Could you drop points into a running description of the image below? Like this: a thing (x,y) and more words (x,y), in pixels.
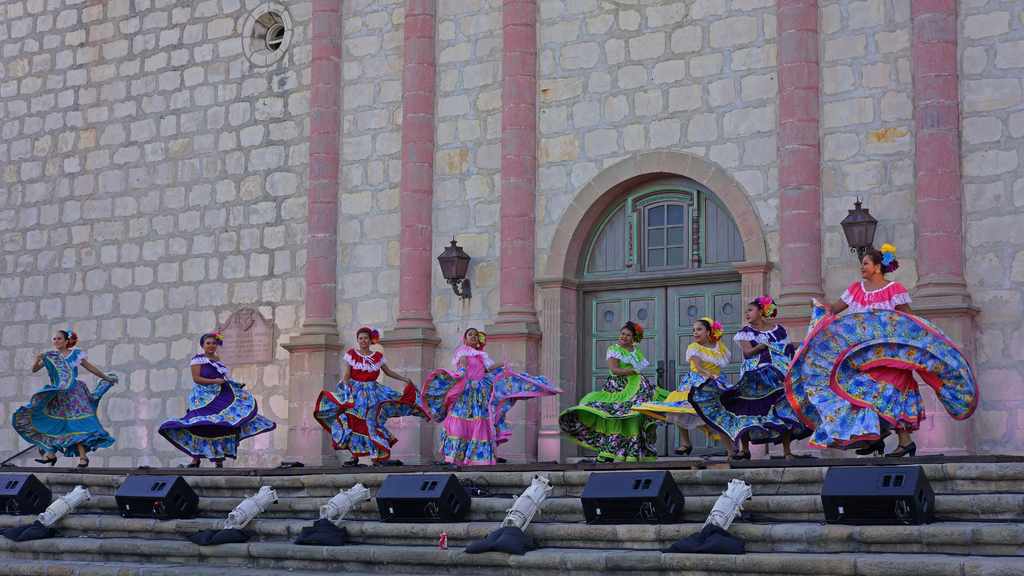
This picture seems to be clicked outside. In the foreground (301,556) we can see the stairway (105,523), speakers (406,515) and some other objects (365,499). In the center (480,361) we can see the group of persons (66,401) wearing frocks (425,409) and seems to be dancing. In the background (137,49) we can see the building (142,101) and we can see the window (265,42) and a door (707,251) of the building (713,234) and we can see the wall mounted lamps (860,204) and we can see some other objects (276,18).
